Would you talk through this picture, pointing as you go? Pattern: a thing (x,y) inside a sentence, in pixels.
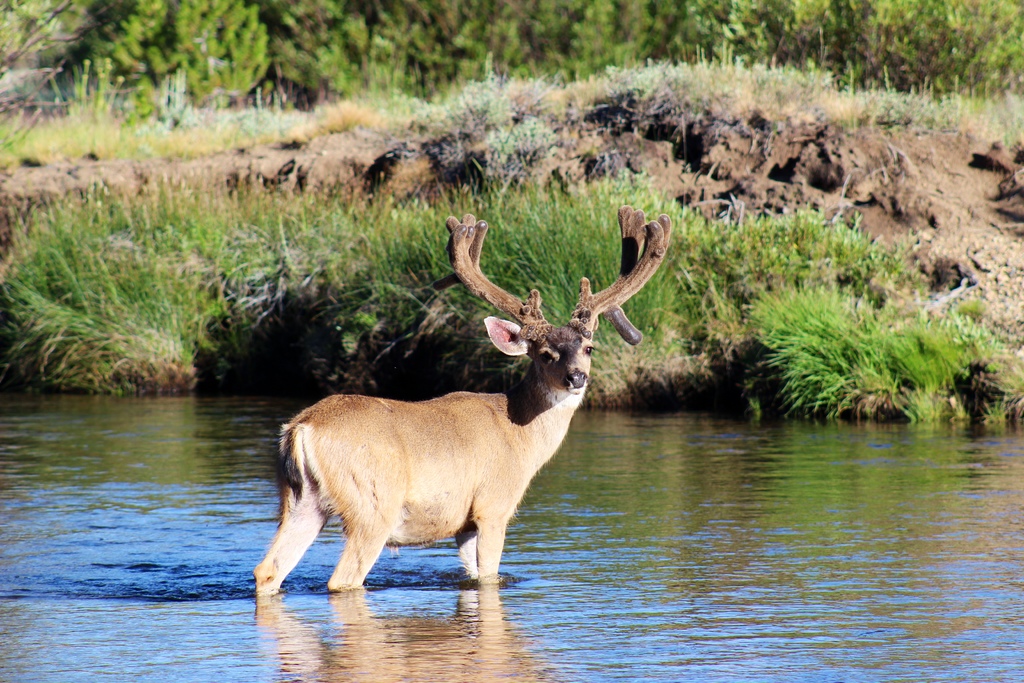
In this image we can see a deer (549,344) standing in the water (550,526), grass (564,305) and trees (244,58).
